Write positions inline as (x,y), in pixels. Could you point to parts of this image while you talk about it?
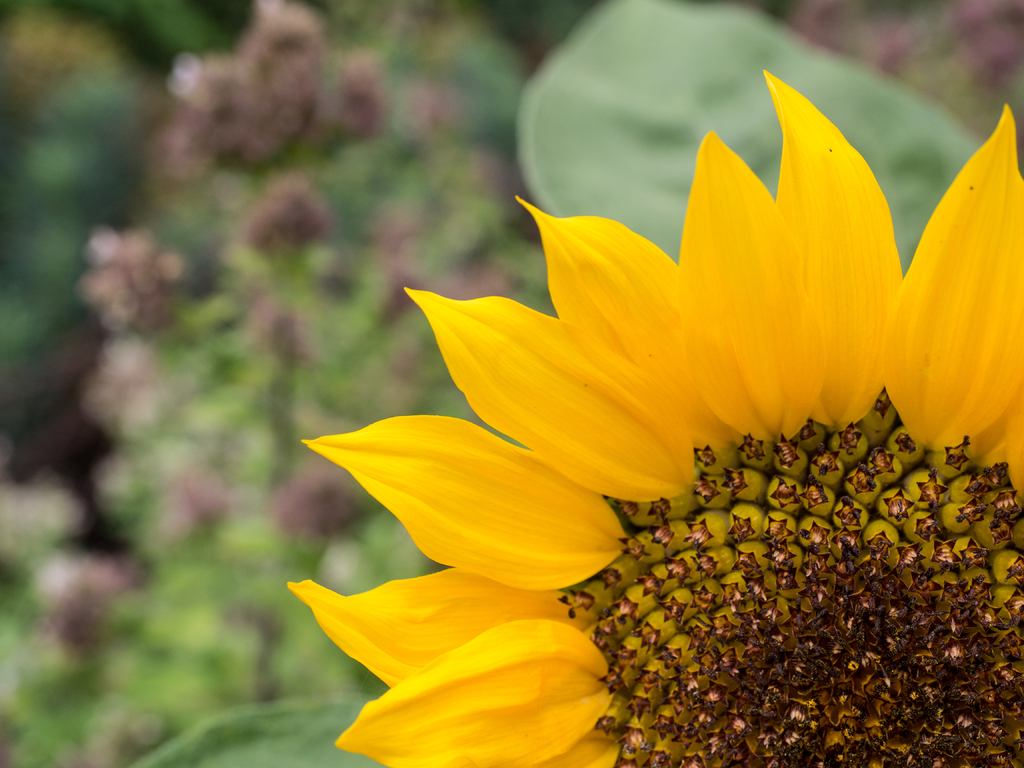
In the picture we can see a flower (967,643) which is yellow in color with petals (462,742) and behind it, we can see some plants (317,651) with flowers (182,276) which are visible.
